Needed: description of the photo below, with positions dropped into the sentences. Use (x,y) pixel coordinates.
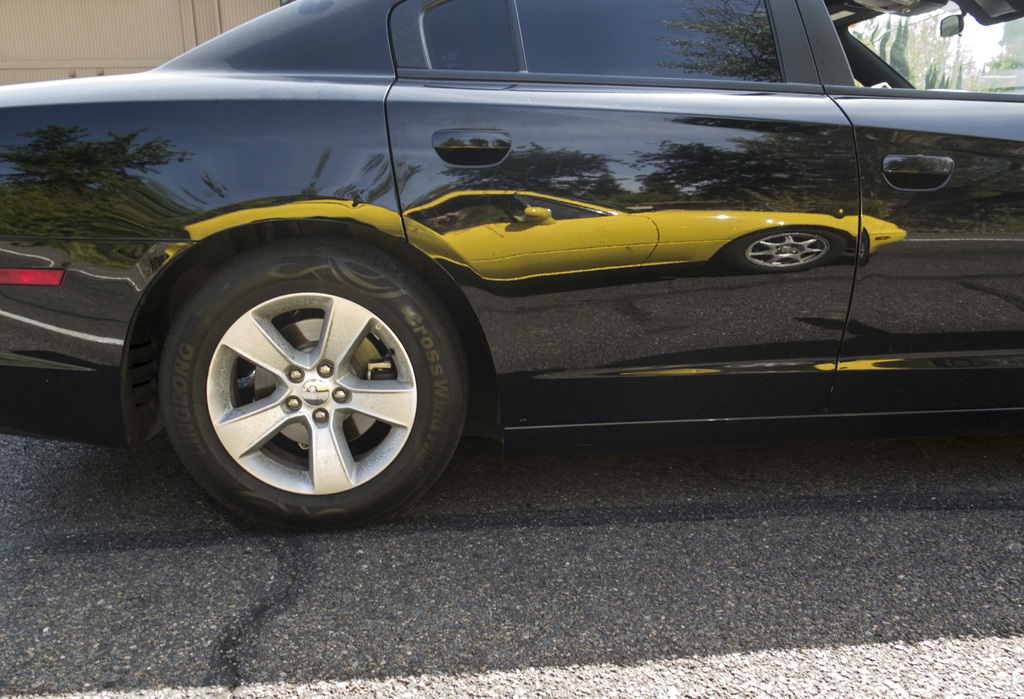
In the center of the image (404,405) we can see a car (64,101). At the top of the image (91,41) we can see the wall (208,38). In the top right corner (924,73) we can see a glass (932,30), through glass (950,47) we can see the trees (941,48) and sky (1005,24). At the bottom of the image (481,632) we can see the road (517,624).
